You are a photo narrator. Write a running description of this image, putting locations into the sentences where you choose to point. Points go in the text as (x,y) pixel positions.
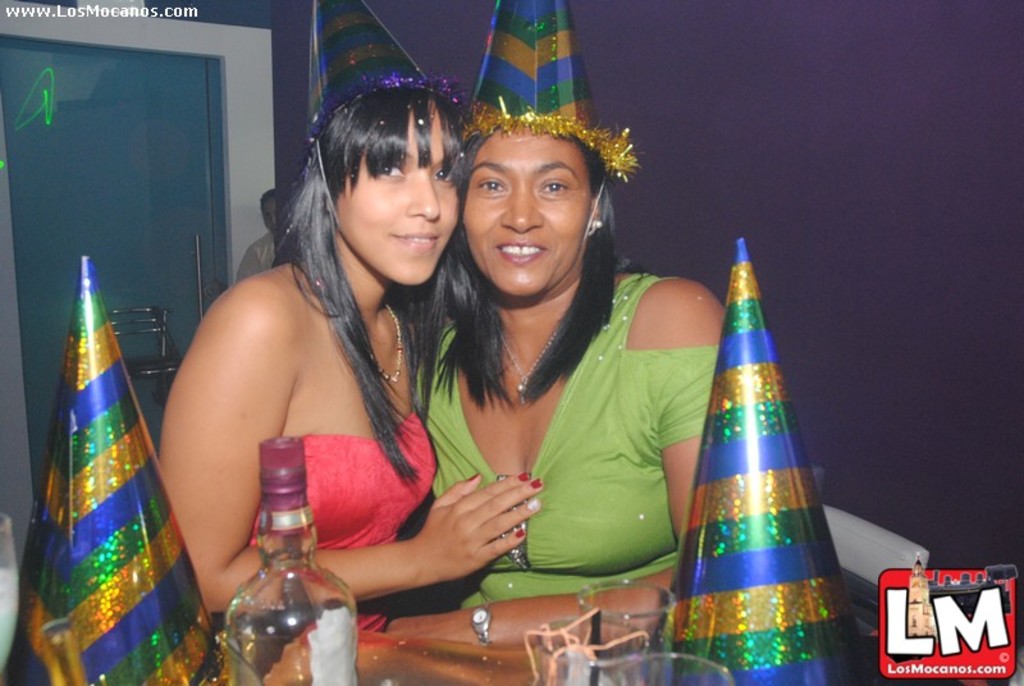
In this picture we can see two women (516,297) holding a smile on their faces (472,237) and they both wore attractive caps (515,81). Here we can see bottle (313,537), caps (771,531) and glasses (659,614) in front of the picture. On the background (838,114) we can see a wall (771,86).
